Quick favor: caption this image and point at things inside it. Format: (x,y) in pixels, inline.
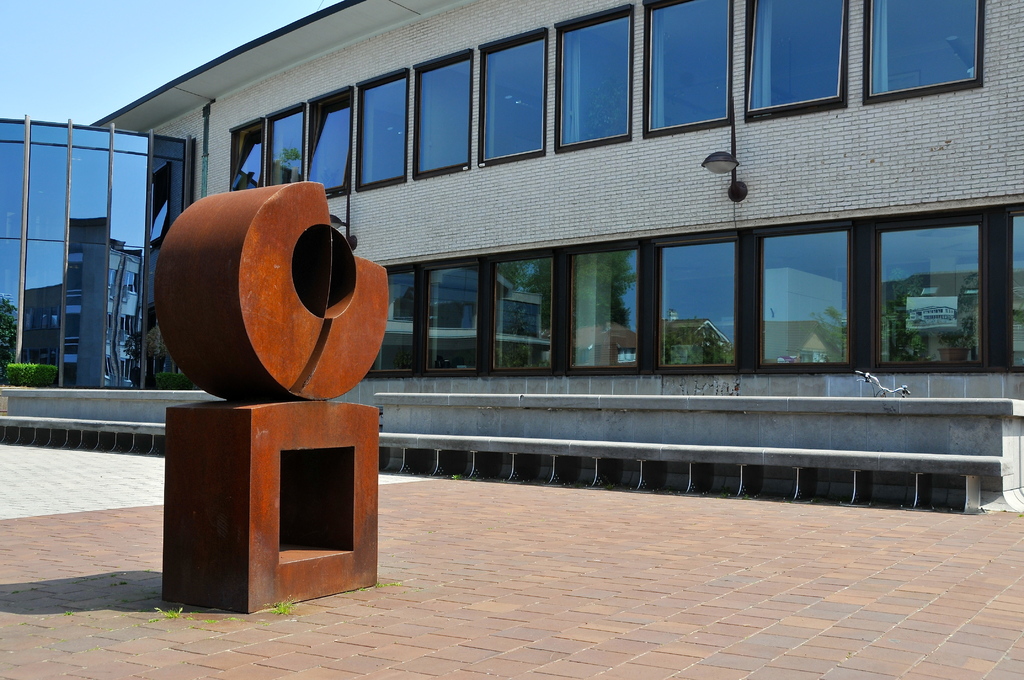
In this picture we can see some grass (274,613) and brown objects (218,437) on the path (285,663). We can see bushes (182,379). There are glass windows (448,320) and other objects (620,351) on the building (521,228). We can see the reflections (532,325) of buildings (626,343), trees (521,357) and other objects (944,311) on the glass windows (823,348). There is the sky (199,35) in the top left (173,6).
